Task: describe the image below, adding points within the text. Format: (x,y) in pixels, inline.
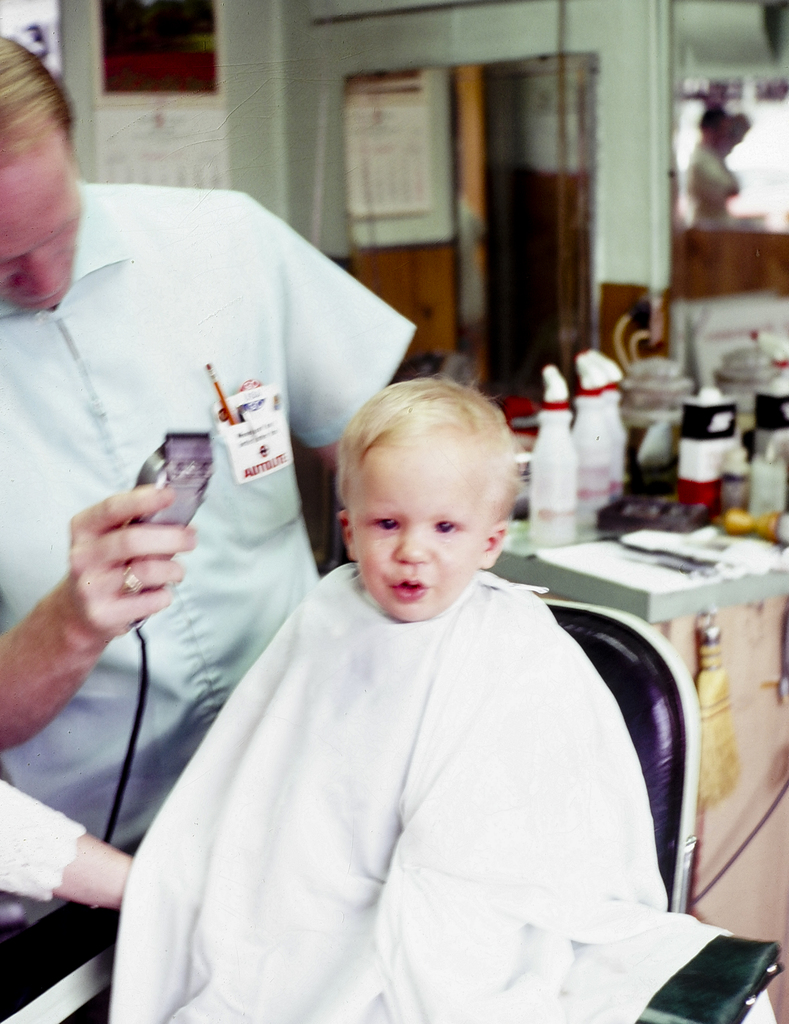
This is a small boy (444,777) sitting on the chair (695,997). I can see a man (144,489) standing and holding a hair trimmer (192,447) in his hand (136,598). This is the table (749,634) with bottles (601,483) and few other objects (685,518) on it. In the background (383,211), I can see posters (387,100) attached to the wall (411,62). This looks like a mirror (716,126).
